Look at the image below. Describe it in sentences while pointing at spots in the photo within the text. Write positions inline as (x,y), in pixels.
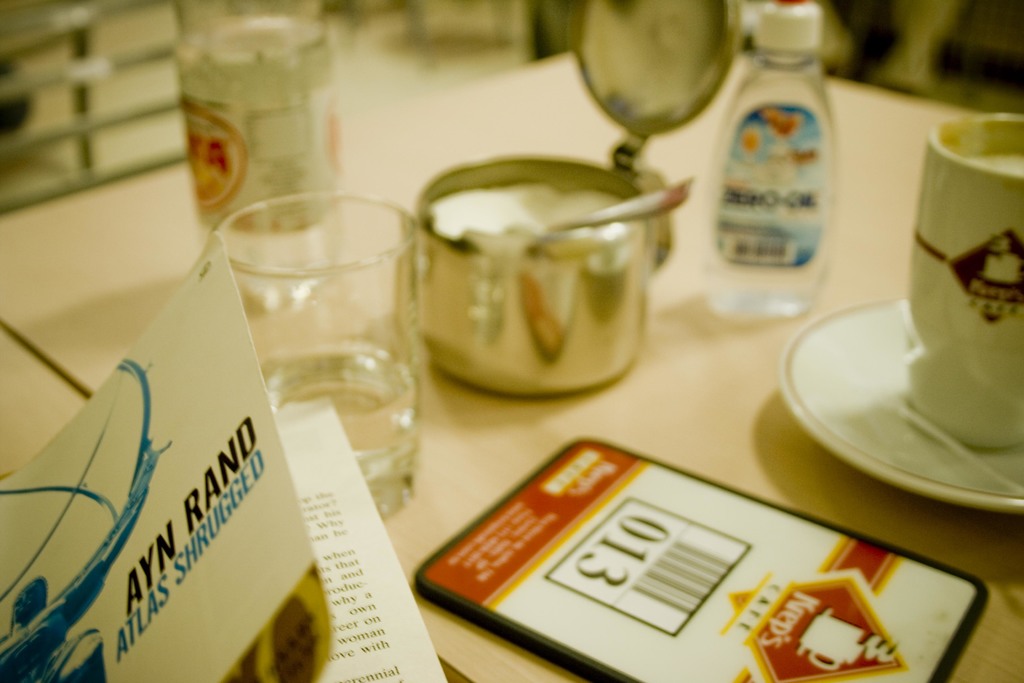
In this picture I can see couple of bottles (208,125), a glass (353,290) and a cup (940,334) with a saucer (904,403) and I can see a box (565,275), a spoon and a ID card (732,599) on the table (863,518). I can see a book (173,466) at the bottom left corner of the picture (66,514).
